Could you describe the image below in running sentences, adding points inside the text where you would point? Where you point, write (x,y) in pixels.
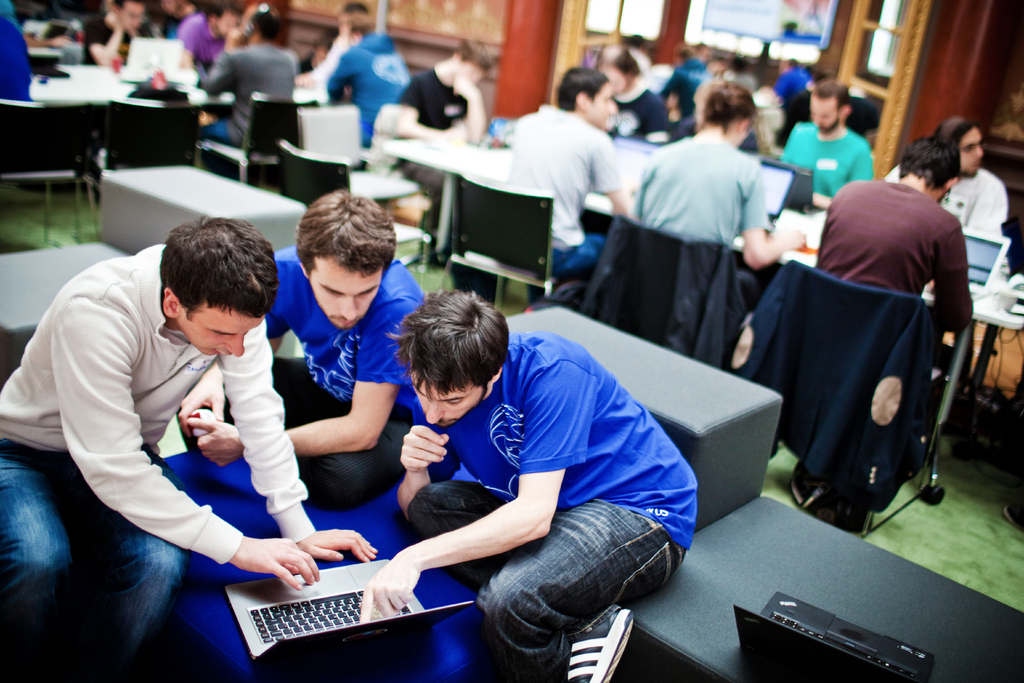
In this picture we can see some people (573,231) sitting on chairs (296,155), in front of tables (793,218), we can see laptops (129,73) on these tables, we can see three persons (399,415) sitting and looking at a laptop (344,625) in the front (294,524), in the background (488,11) there is a wall (498,69), there is a cloth (819,407) here.
